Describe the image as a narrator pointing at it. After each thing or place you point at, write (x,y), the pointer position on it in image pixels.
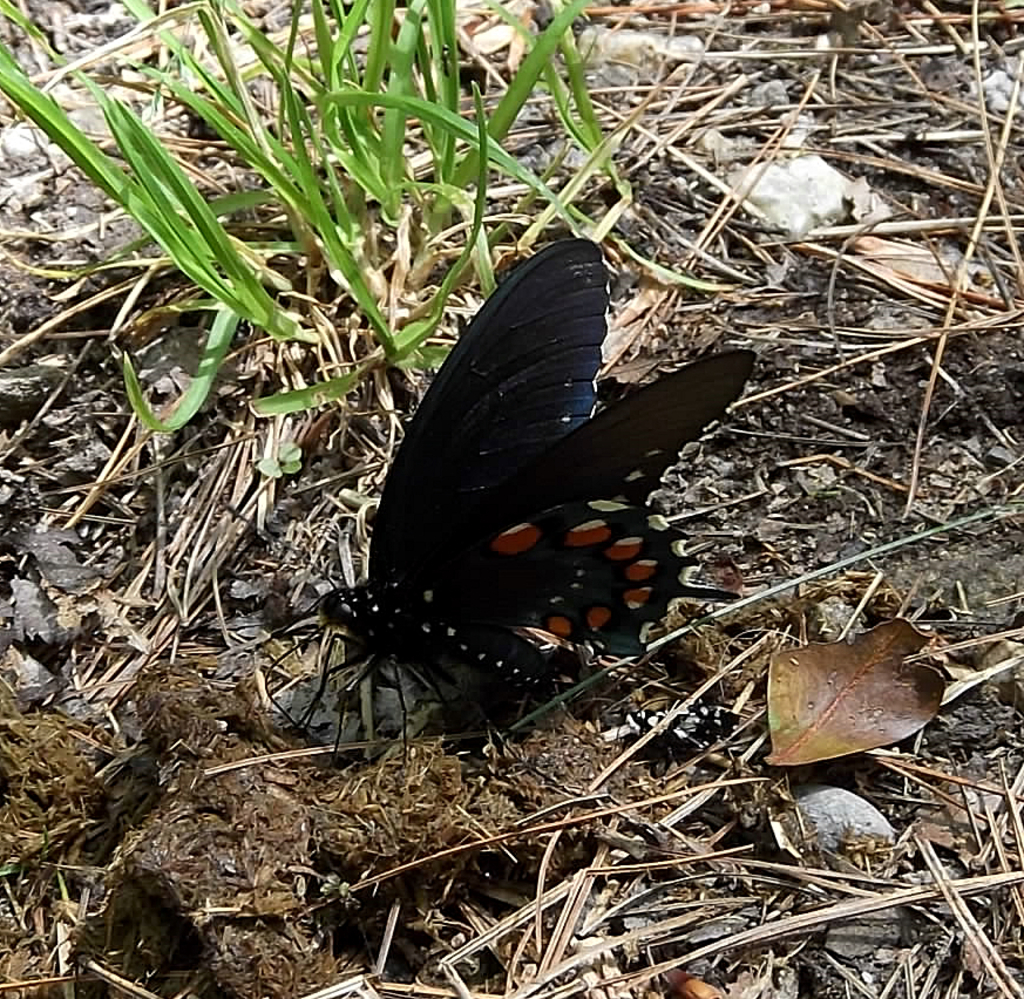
In the center of the image (356,610) there is a butterfly (679,561). At the bottom of the image (507,844) there is dried grass (664,850).
